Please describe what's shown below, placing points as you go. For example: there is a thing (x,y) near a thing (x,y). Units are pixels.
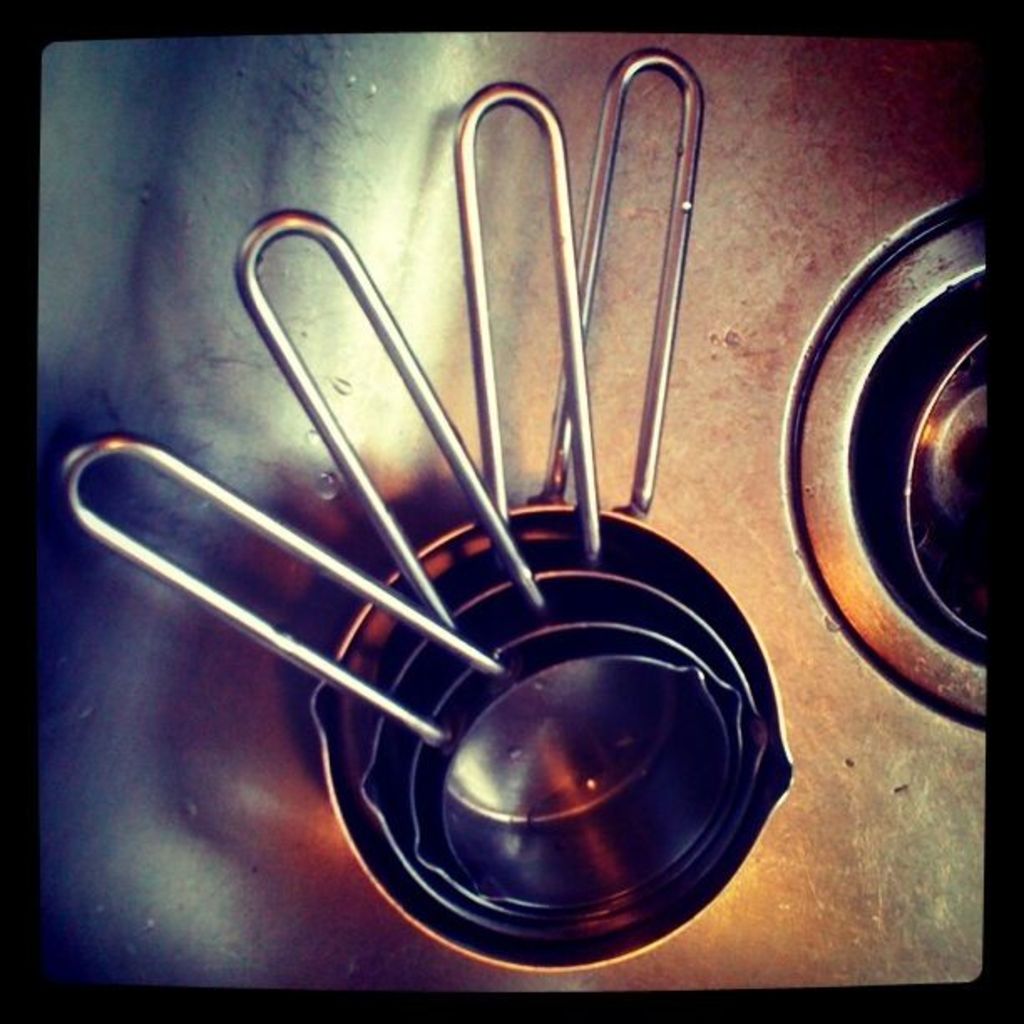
In this image I can see some vessels (648,608) which are in silver color. It is on the silver color surface (814,926).
